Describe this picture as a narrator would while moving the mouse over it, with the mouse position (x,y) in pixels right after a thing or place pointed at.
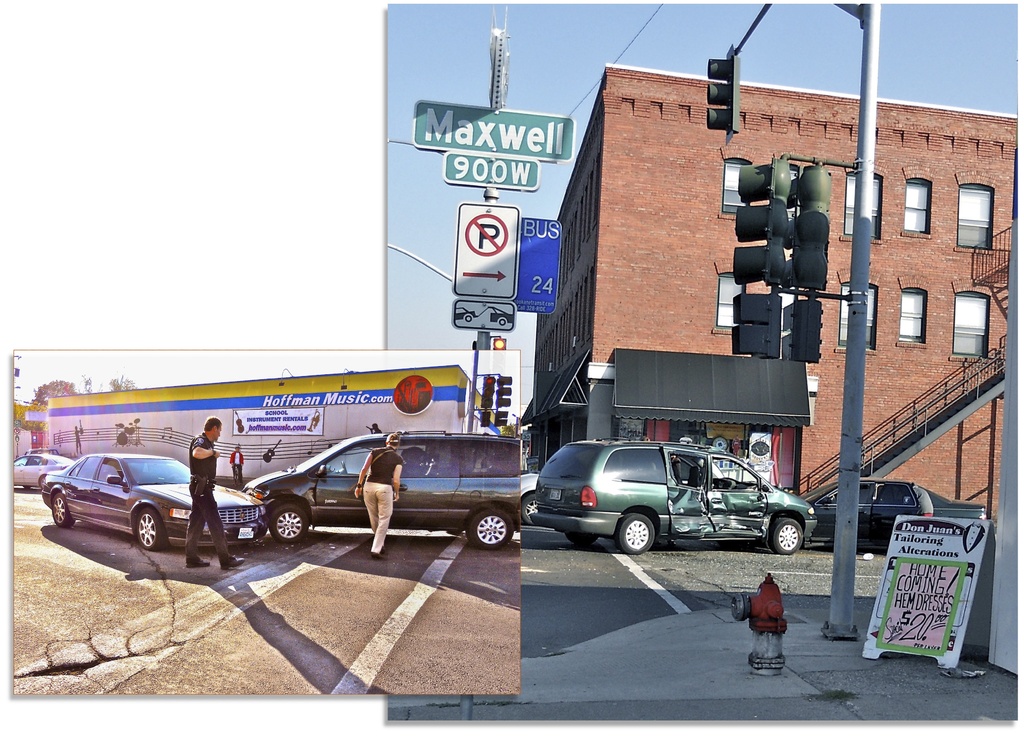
This image consists of two images. On the right (805,432) image, there are cars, buildings (774,445), traffic signals (745,251), sign boards (537,300), road (773,570), hydrant (772,594), poster (914,600), staircase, building (787,114), sky (825,71). On the left (290,556) image, there are cars (345,492), people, wall (309,436), text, trees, road (299,621), traffic signals (490,411), sky (213,375).
